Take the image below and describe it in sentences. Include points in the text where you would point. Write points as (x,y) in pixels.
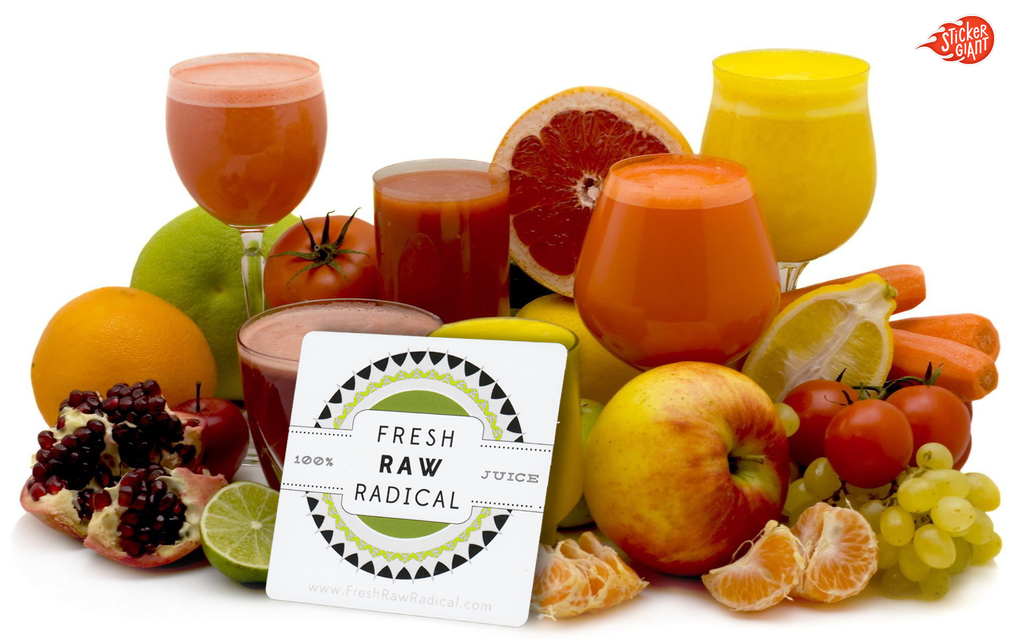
In this image, we can see some fruits (236,279), glasses (272,154) and board (443,441) on the white background (990,252).
